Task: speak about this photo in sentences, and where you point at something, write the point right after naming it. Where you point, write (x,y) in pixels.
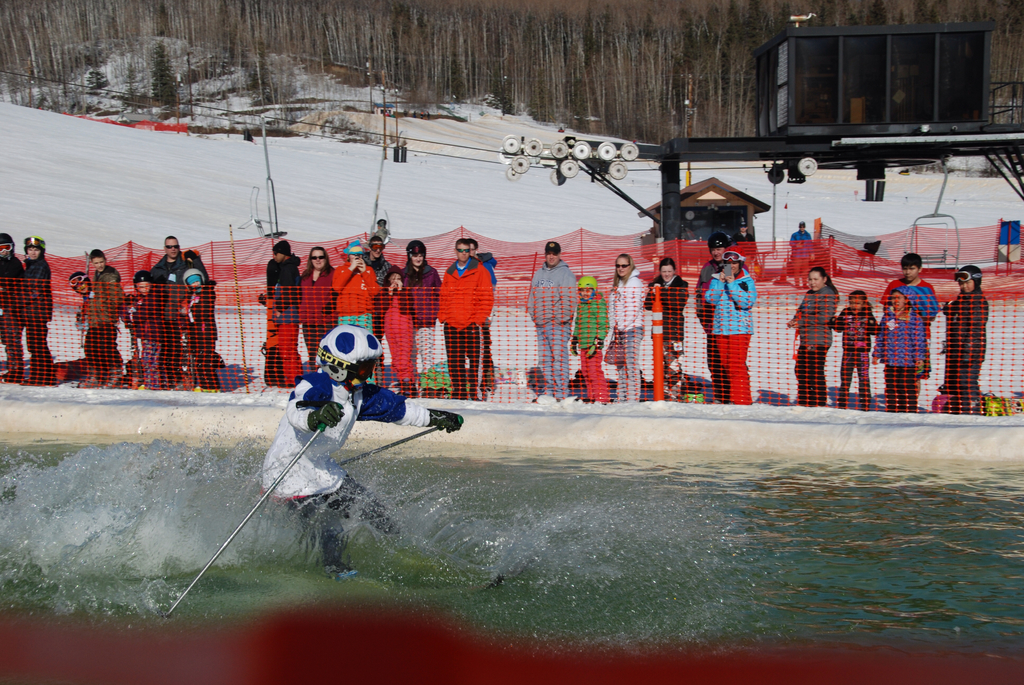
In this image in the center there is a man (321,462) surfing on water (443,559). In the background (121,325) there is a red colour net (644,325) and there are persons (494,274) standing and there is snow (167,180) on the ground (294,177) and there are trees (603,51) and there are rooms (709,199).
